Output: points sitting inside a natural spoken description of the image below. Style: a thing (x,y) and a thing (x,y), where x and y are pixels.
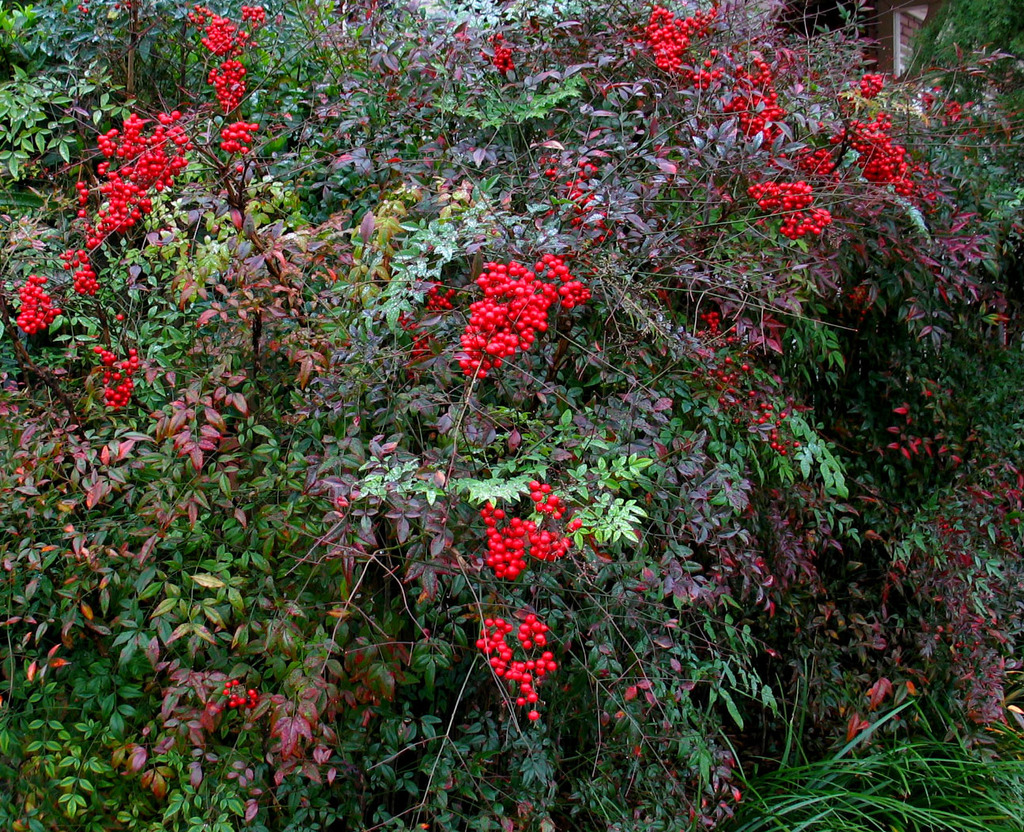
In this pictures there are plants (475,595) with leaves (236,212), berries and stems (613,367) etc.
